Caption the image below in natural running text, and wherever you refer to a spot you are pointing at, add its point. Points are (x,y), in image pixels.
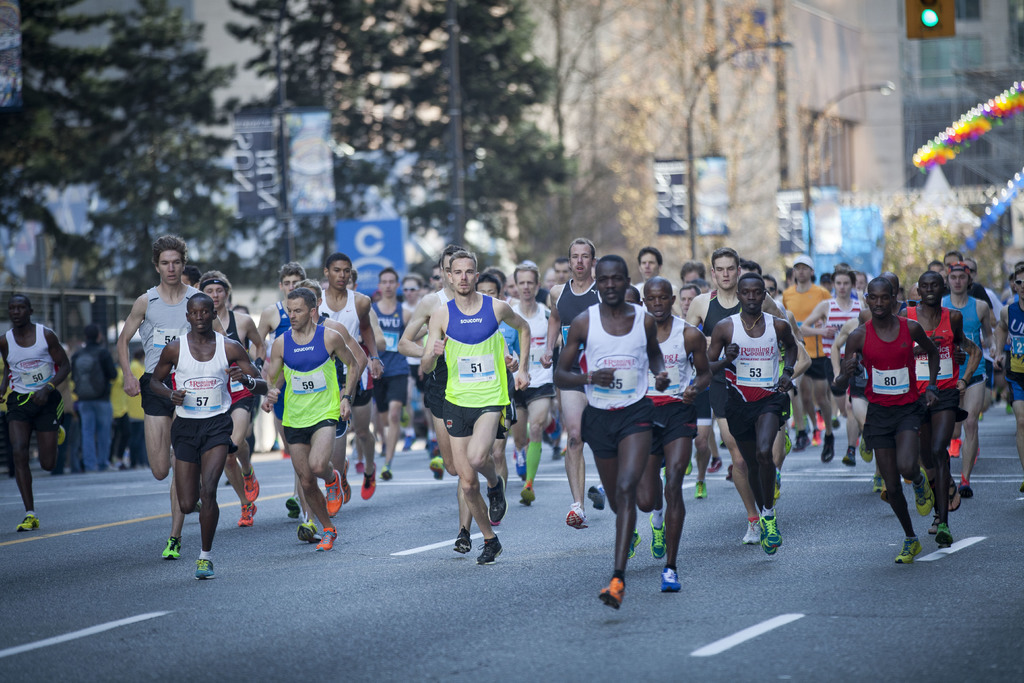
This picture is clicked in the city (530,319). In this picture, we see many people (782,449) are running on the road (703,597). Behind them, we see street lights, poles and trees (385,158). There are buildings (1002,86) in the background (779,189). On the right side (945,136), we see boards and balloons (938,143) in different colors. On the left side (301,122), we see a fence (61,323) and boards (356,220) in black and blue color with some text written on it. At the bottom, we see the road (352,578). This picture is blurred in the background (776,113).
